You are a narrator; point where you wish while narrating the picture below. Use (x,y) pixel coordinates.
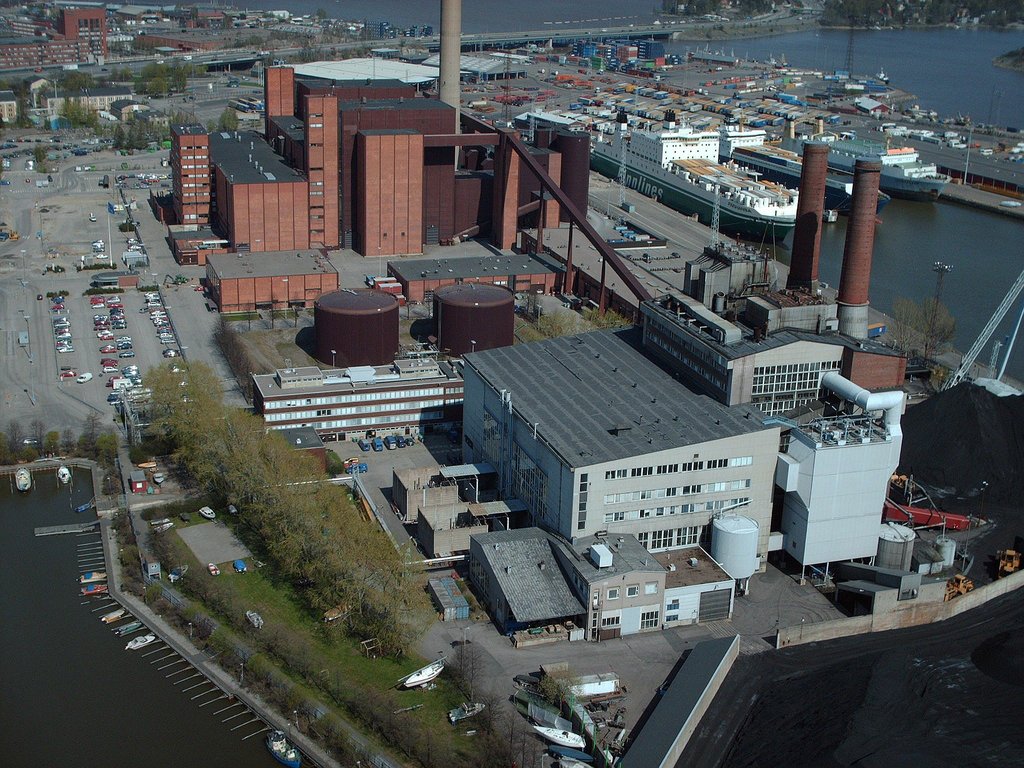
In this picture there are buildings (624,455) in the center of the image (555,436), there are ships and buildings (414,63) around the area of the image.
